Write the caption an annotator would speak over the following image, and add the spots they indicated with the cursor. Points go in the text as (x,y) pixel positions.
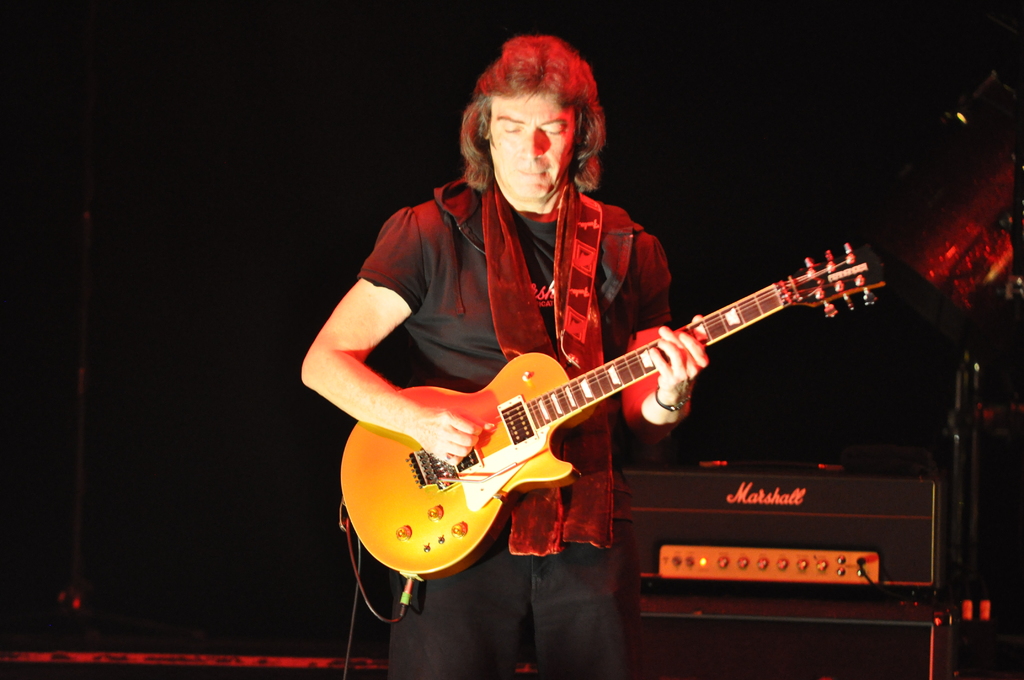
A man (539,325) is standing and playing guitar (511,403) behind him there is an electronic device (781,517).
